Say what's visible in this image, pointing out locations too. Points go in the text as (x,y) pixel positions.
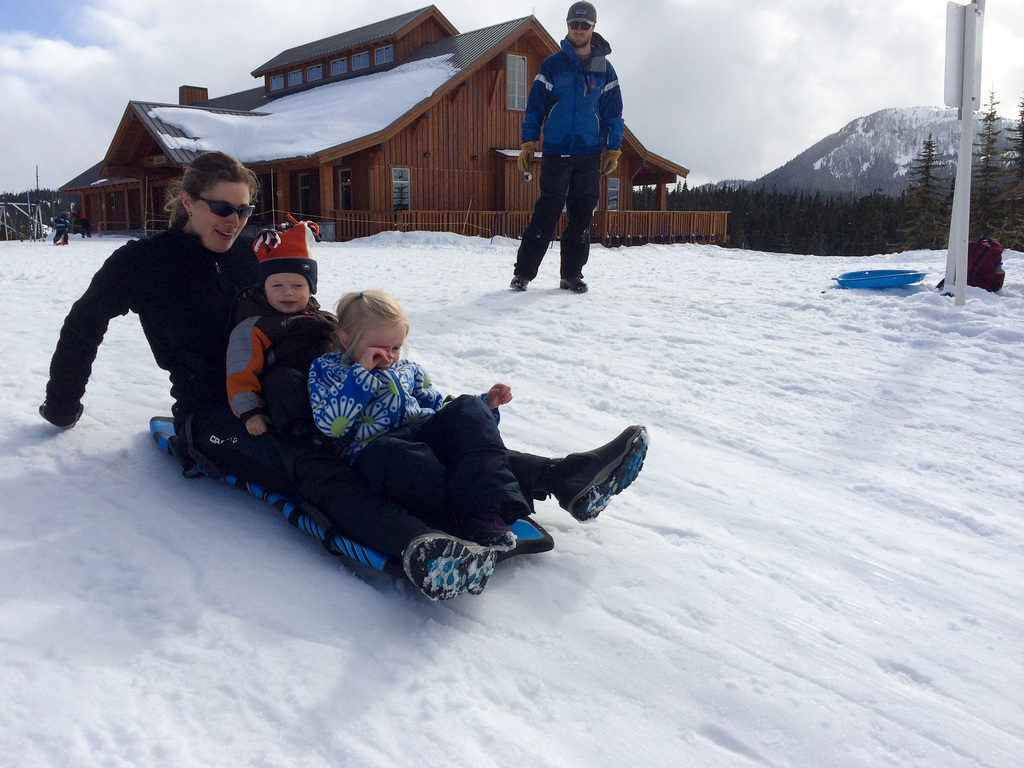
Here in this picture we can see a woman (188,312) with couple of children (301,368) sitting on a board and sledding on the mountain (85,433), that is fully covered with snow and we can see all of them are wearing jackets (243,386) and the woman (220,231) is wearing sunglasses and the woman (213,218) and one child (268,345) are smiling and behind them we can see a person (563,114) standing and he is also wearing jacket (564,102), gloves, sunglasses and cap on him and behind them we can see a house (449,142) present and we can also see snow (197,144) on it and in the far we can see fencing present and we can also see plants (792,219) and trees (860,229) present and in the far we can see other mountains (911,117) that are covered with snow (951,113) and we can see the sky (769,8) is fully covered with clouds (367,17) and on the right side (946,40) we can see a sign board (956,32) present on a pole (970,61).
